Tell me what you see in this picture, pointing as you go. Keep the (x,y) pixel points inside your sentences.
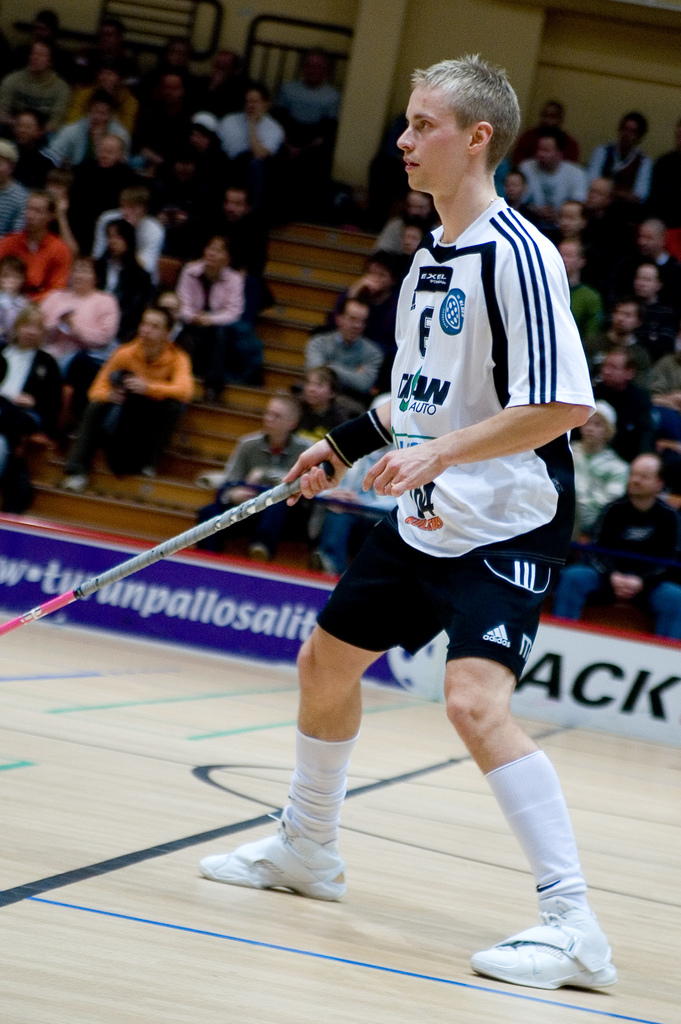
This picture describes about group of people (189,163), few (371,325) are seated, in front of them we can see a hoarding (277,582), in the middle of the image (368,574) we can find a man (475,336), he is holding a stick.
